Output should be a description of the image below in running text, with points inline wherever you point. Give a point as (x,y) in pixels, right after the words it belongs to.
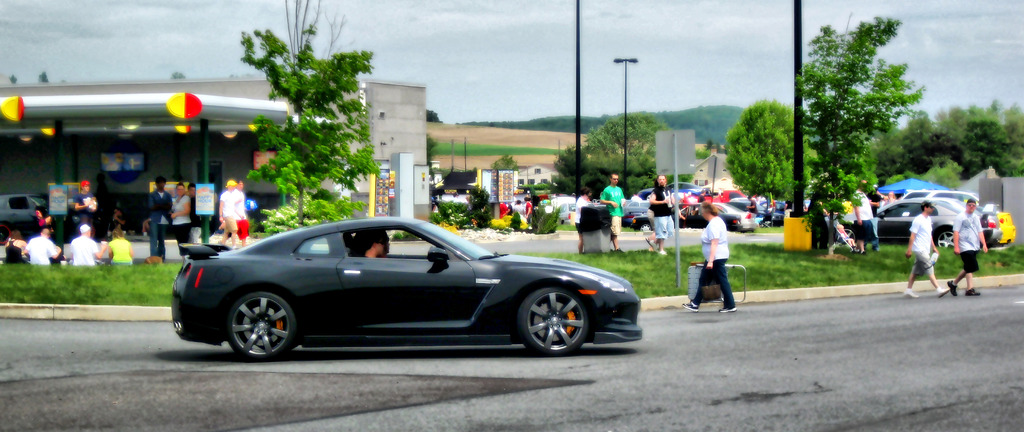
In this image in the front (421,309) there is a car (460,301) which is black in colour with the persons (378,253) inside it. In the center (660,253) there are persons (875,246) walking, standing and sitting and there is grass (634,252) and there are trees (322,187) and there is a pole (798,162) and there is a bin (588,229). In the background (782,170) there are cars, trees (993,135), and persons (152,202) and there are buildings (412,143) and the sky (452,51) is cloudy.
